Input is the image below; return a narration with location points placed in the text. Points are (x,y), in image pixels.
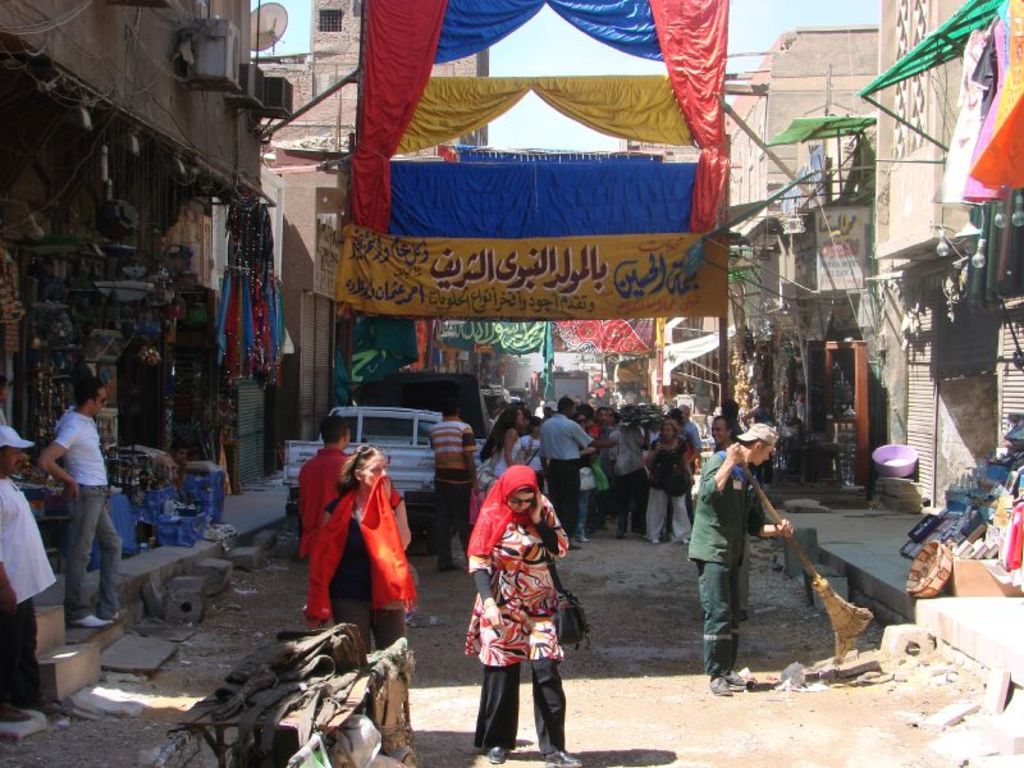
In this image we can see a few people (551,588), vehicles (434,495), on the left (80,336) we can see few objects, on the right (887,366) we can see few stores (677,377), some text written on the board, we can see some cloth (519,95) with written text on it, light bulbs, at the top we can see the sky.
